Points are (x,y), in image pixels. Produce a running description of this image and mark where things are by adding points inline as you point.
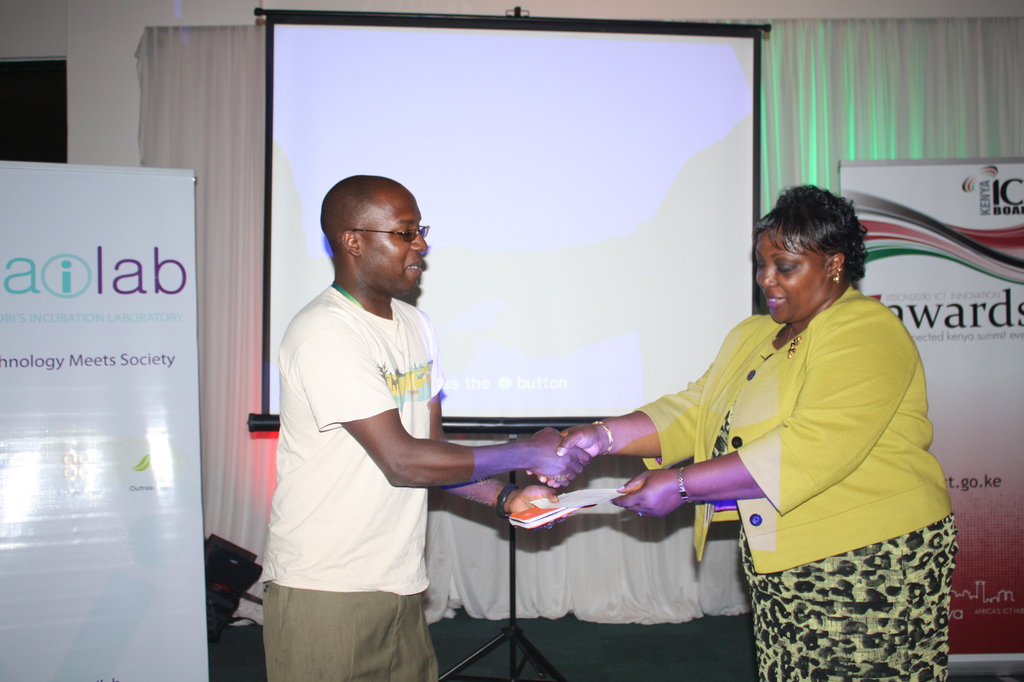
Here we can see a man (296,666) and a woman (742,334). They are smiling and holding a paper (572,499) with their hands (645,514). There are banners (132,315) and a board (609,204). In the background (471,527) we can see a curtain (861,56) and a wall (106,119).
